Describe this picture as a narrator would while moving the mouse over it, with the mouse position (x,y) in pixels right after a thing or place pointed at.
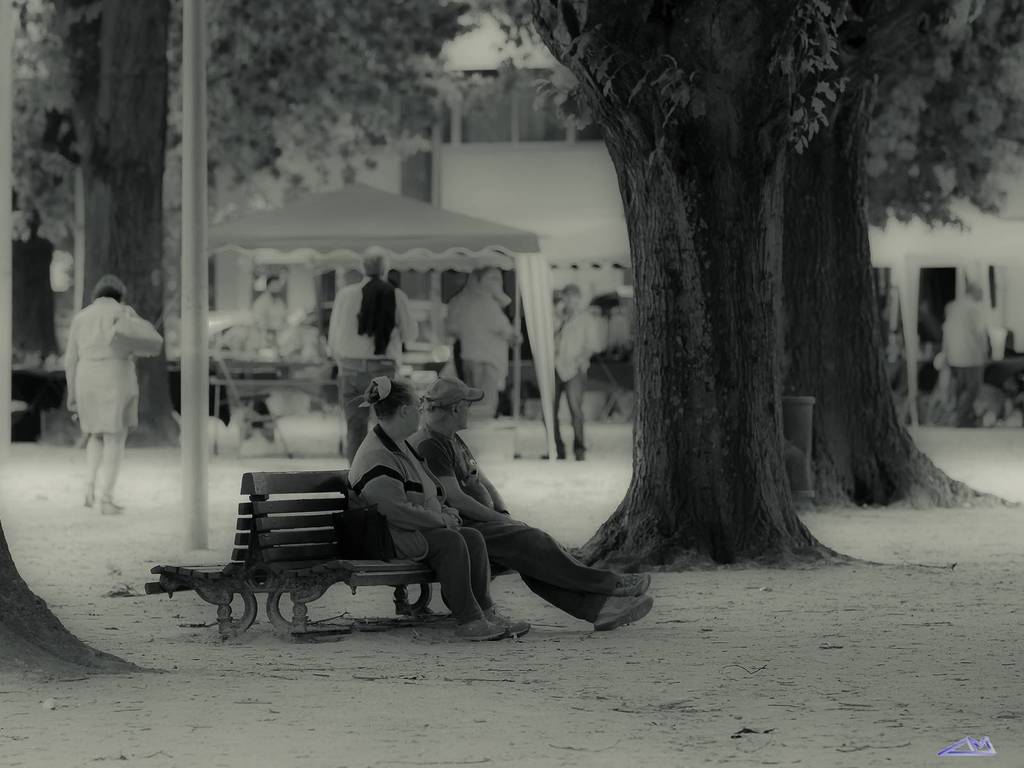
Here we can see a couple of people (491,513) sitting on benches (324,554) and behind them we can see a tent (597,253) and a building (515,162) and trees (688,163) here and there and there are people (116,376) standing here and there
